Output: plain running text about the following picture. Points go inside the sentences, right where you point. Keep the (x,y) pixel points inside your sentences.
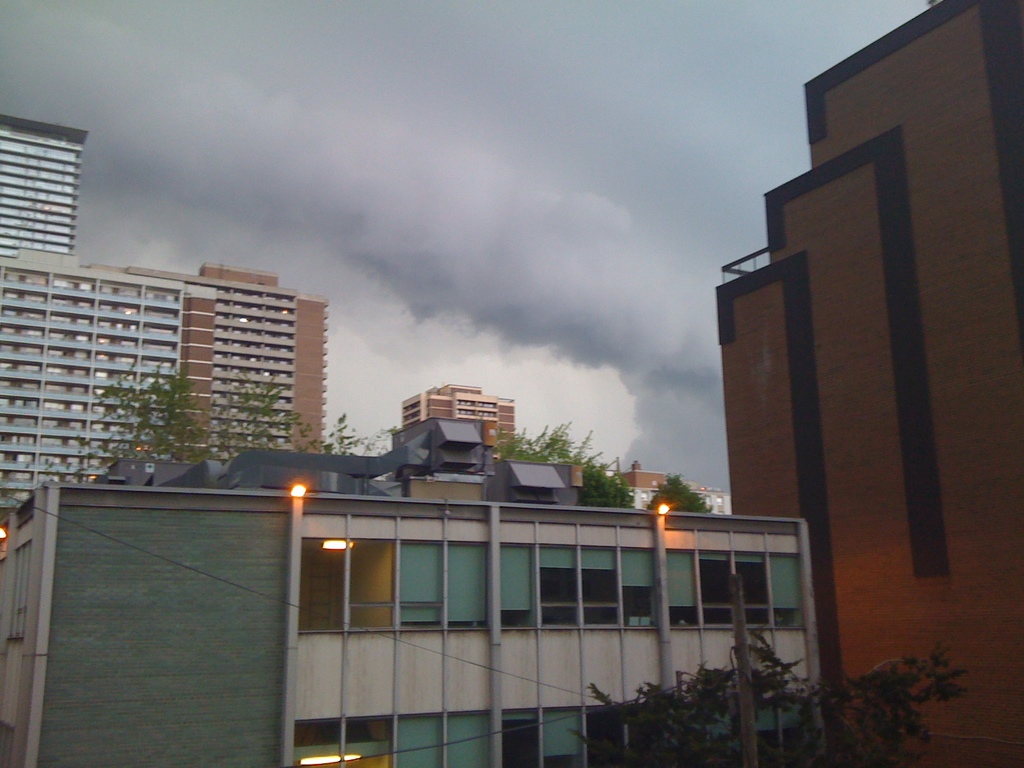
In this image there are buildings (229,453). Behind the buildings (801,436) there are trees (660,494). There are lights (661,508) to the buildings (232,508). At the top (538,178) there is the sky (480,203).
